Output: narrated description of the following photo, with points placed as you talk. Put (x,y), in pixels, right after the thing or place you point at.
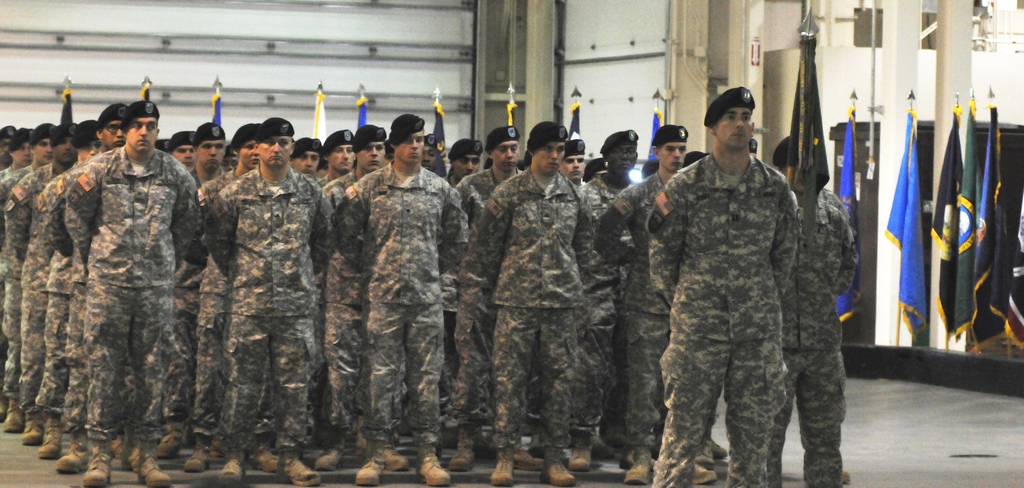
In this image, we can see some people (339,267) wearing costumes (398,303) and standing. We can see the ground (896,431). We can see some flags (846,162). There are a few pillars (893,251) and an object (866,276) on the right (898,346). We can see the wall (475,57).
